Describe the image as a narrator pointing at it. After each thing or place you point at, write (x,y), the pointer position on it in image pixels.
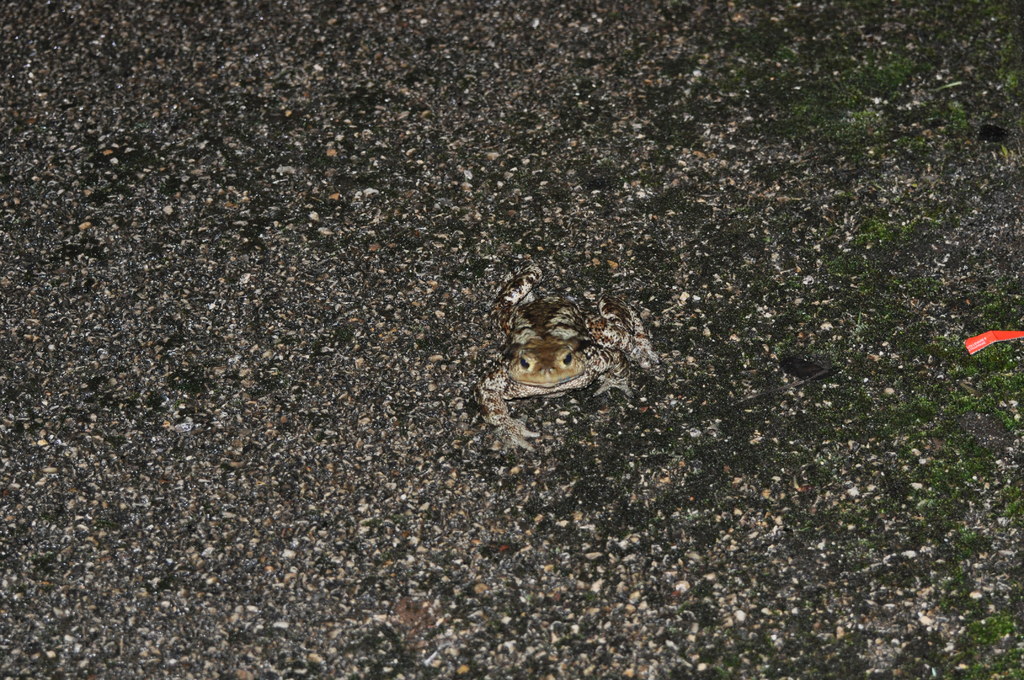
In this picture we can see a toad (553,343) in the middle (538,335), at the bottom (612,553) there are some stones (621,546) and grass (1002,380).
